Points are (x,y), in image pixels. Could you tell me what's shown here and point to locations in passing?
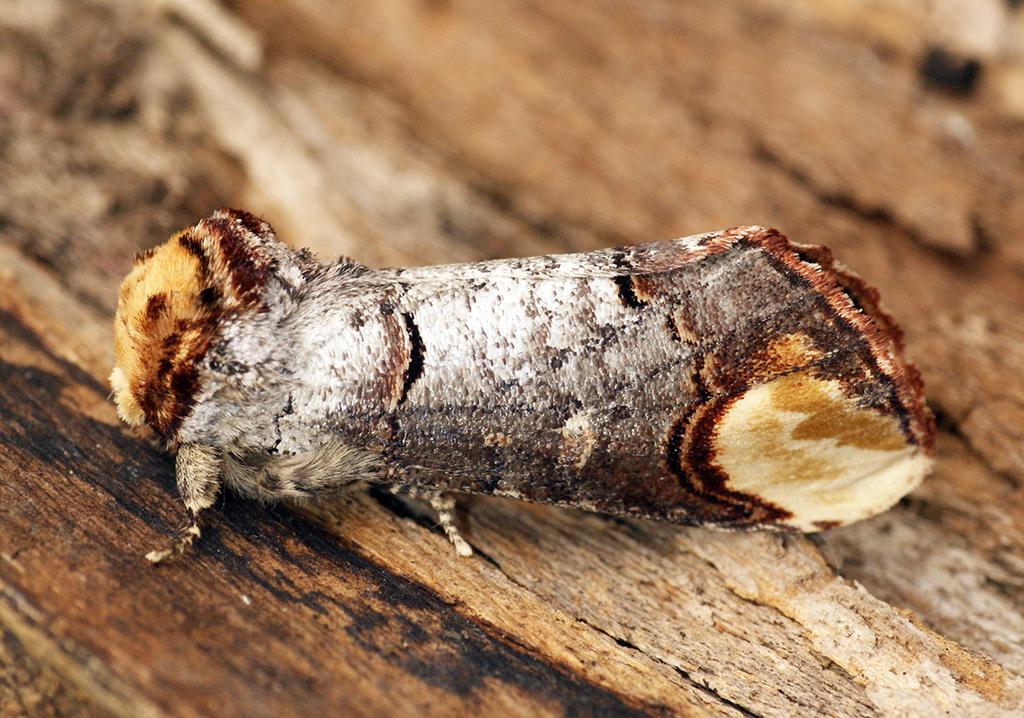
In the foreground of the picture (558,316) we can see an insect (194,363) on a wooden object (394,614).
